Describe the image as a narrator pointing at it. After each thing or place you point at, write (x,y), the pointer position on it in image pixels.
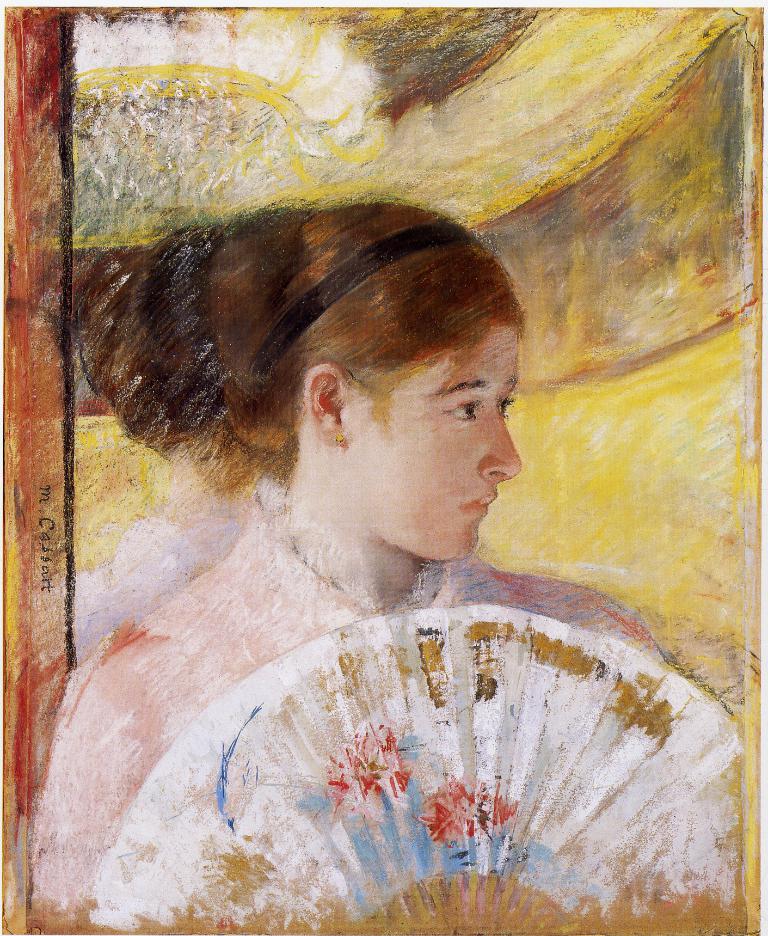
In this picture I can see the painting (326,218) in front (36,319), where I can see a woman (295,399) holding a Chinese fan (347,714).
